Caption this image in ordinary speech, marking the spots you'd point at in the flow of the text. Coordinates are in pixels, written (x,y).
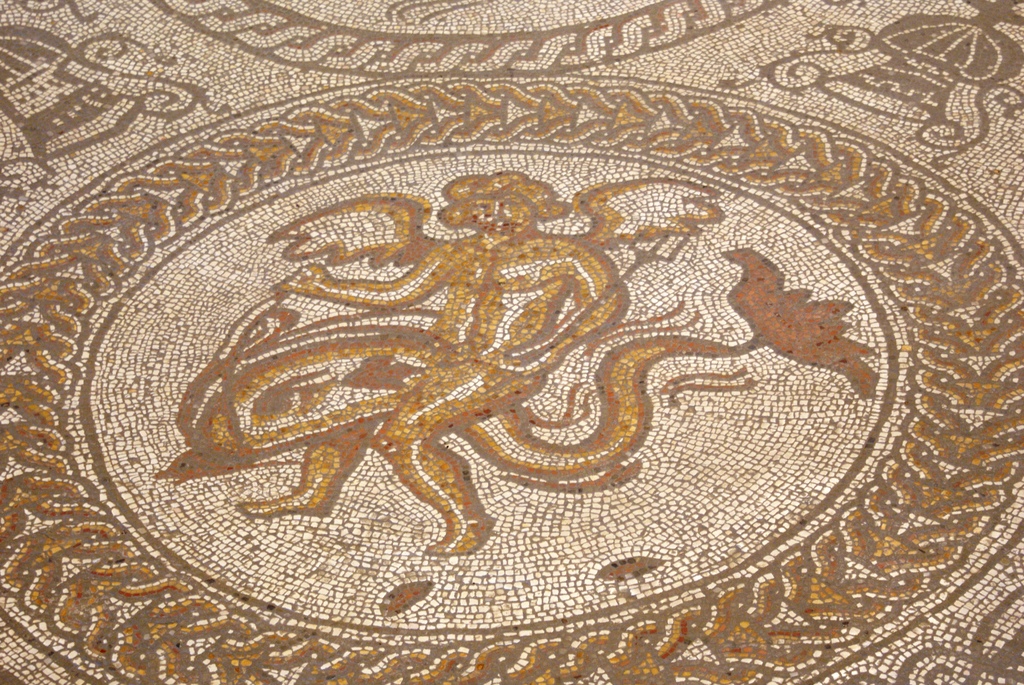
In this image I can see the ground (509,375) and on the ground (509,375) I can see the painting (404,354) which is cream, yellow, brown and red in color.
